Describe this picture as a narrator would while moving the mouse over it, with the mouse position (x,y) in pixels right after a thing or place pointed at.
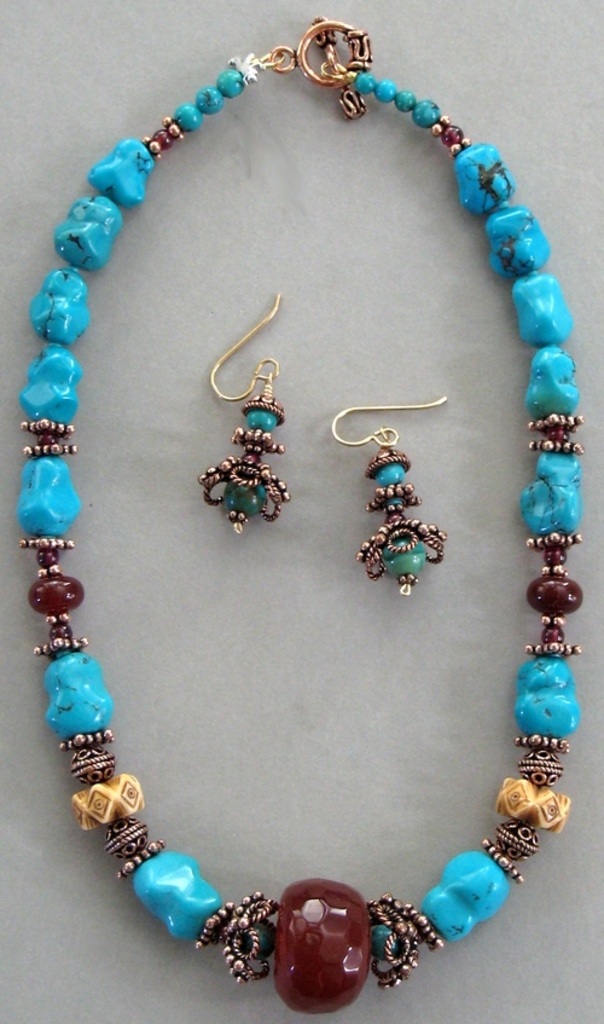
There is a necklace (479,171) with blue and maroon stones (67,635). Also there are earrings (400,461).
